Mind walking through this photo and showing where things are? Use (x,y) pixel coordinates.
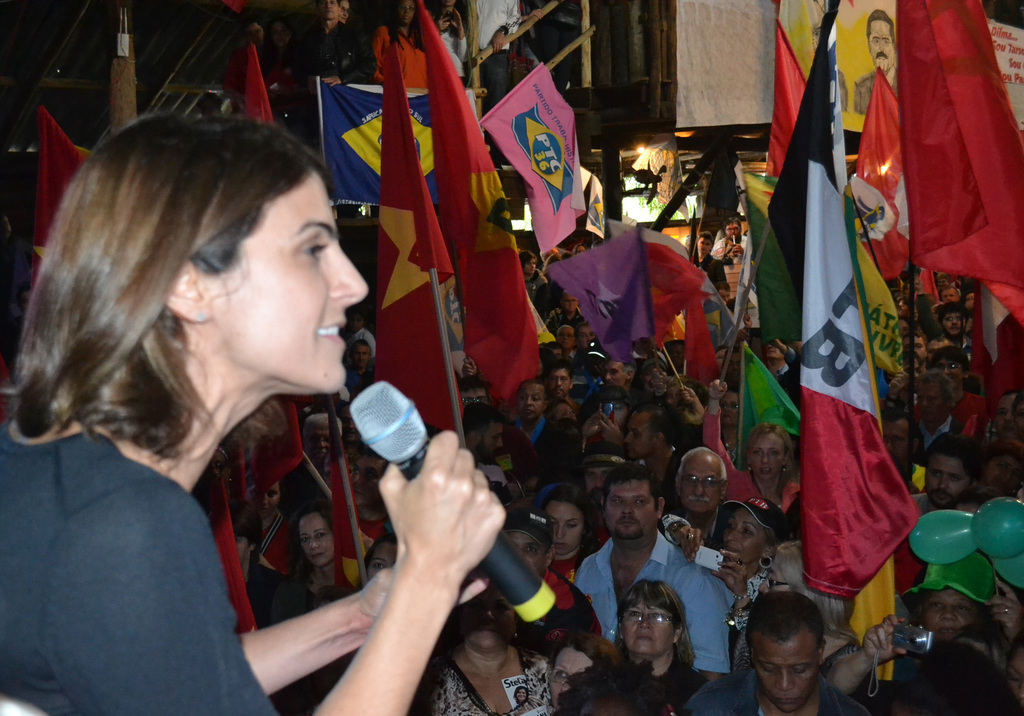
In this image there are many people (656,559) standing. They are holding flags (442,222) in their hands (735,574). To the left (124,544) there is a woman (146,549) holding a microphone (417,441). At the top (486,55) there is a railing (504,40).
